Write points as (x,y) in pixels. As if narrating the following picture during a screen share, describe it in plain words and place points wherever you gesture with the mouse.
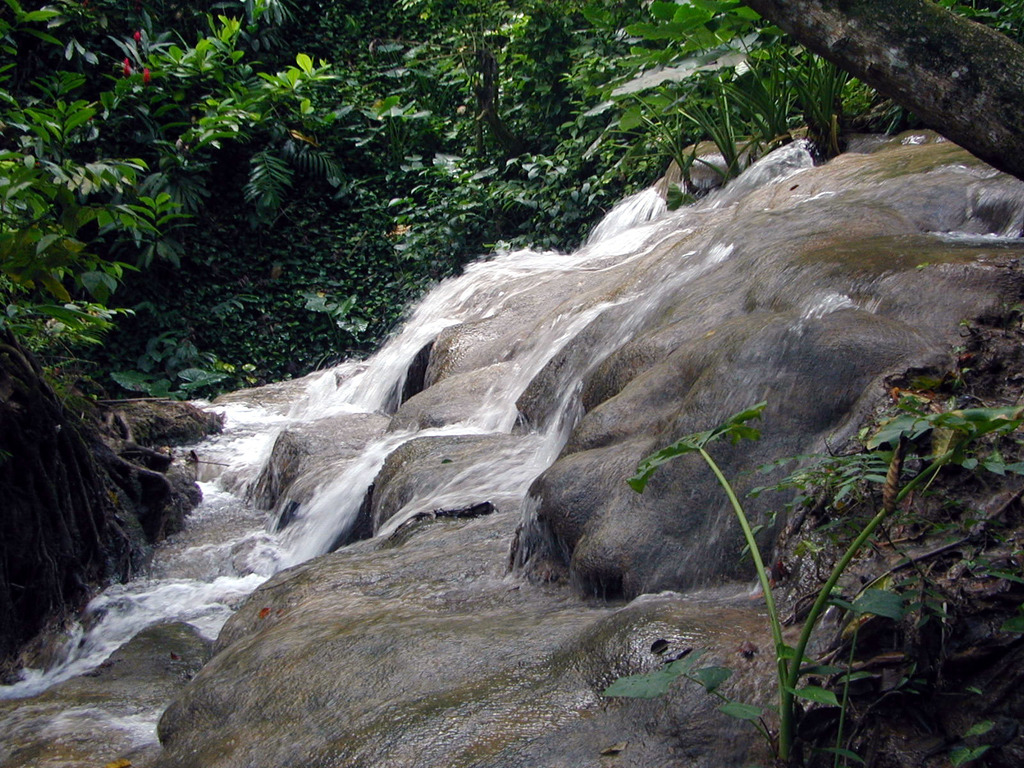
In the center of the image (498,279) there is water (200,561). In the background of the image (271,301) there are trees (401,51).
